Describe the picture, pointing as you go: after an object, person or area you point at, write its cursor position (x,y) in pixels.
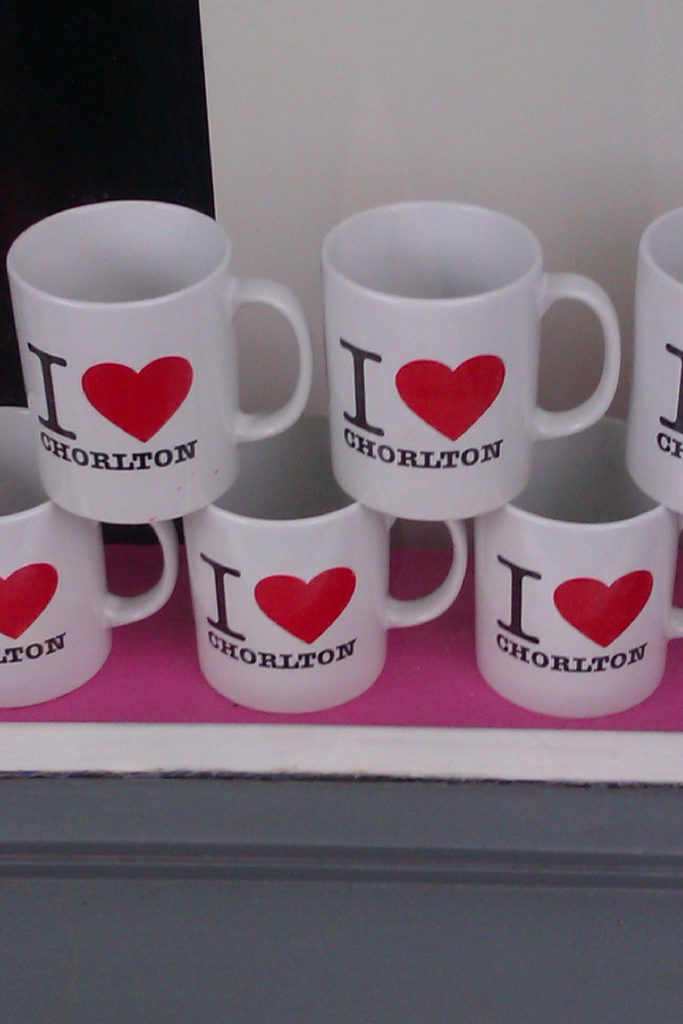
In this image we can see some coffee cups (294,530) which are arranged in a row and in the background of the image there is a wall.
